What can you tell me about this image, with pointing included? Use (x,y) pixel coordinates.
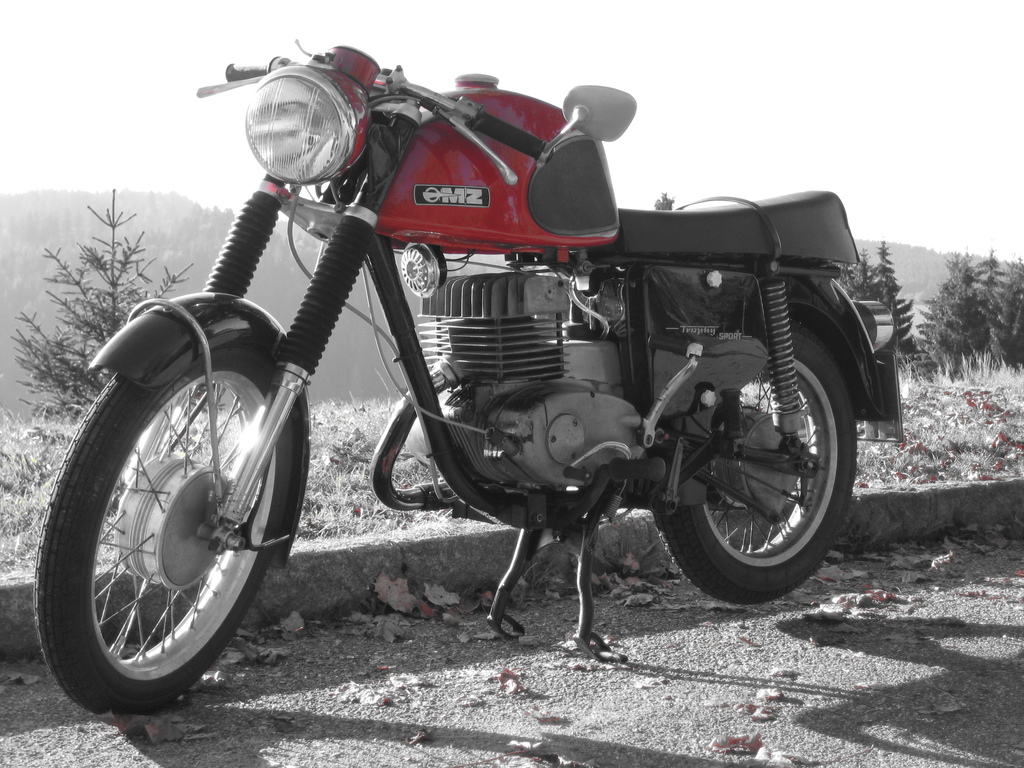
In this image, we can see a bike (666,324). There is a plant (977,295) on the left (108,313) and on the right side of the image (917,328). There is a hill (385,395) in the middle of the image (357,393). There is a sky (503,22) at the top of the image (514,24).
